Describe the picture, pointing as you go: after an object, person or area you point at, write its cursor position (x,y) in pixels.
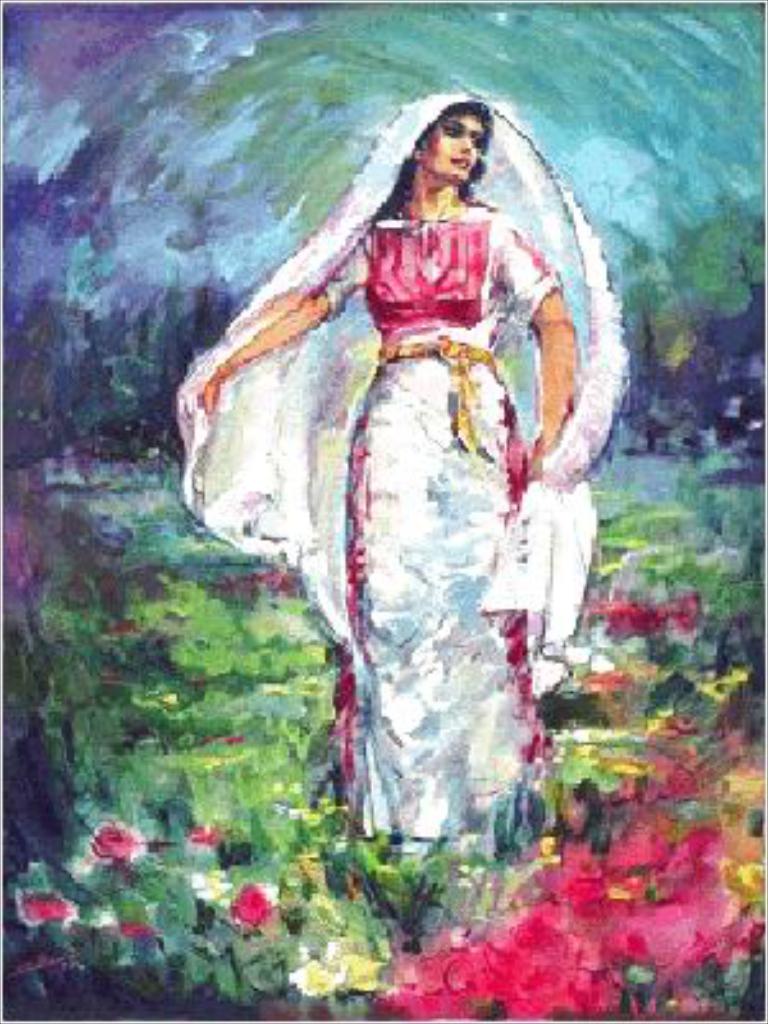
In this picture there is a portrait (379,227) in the image.
